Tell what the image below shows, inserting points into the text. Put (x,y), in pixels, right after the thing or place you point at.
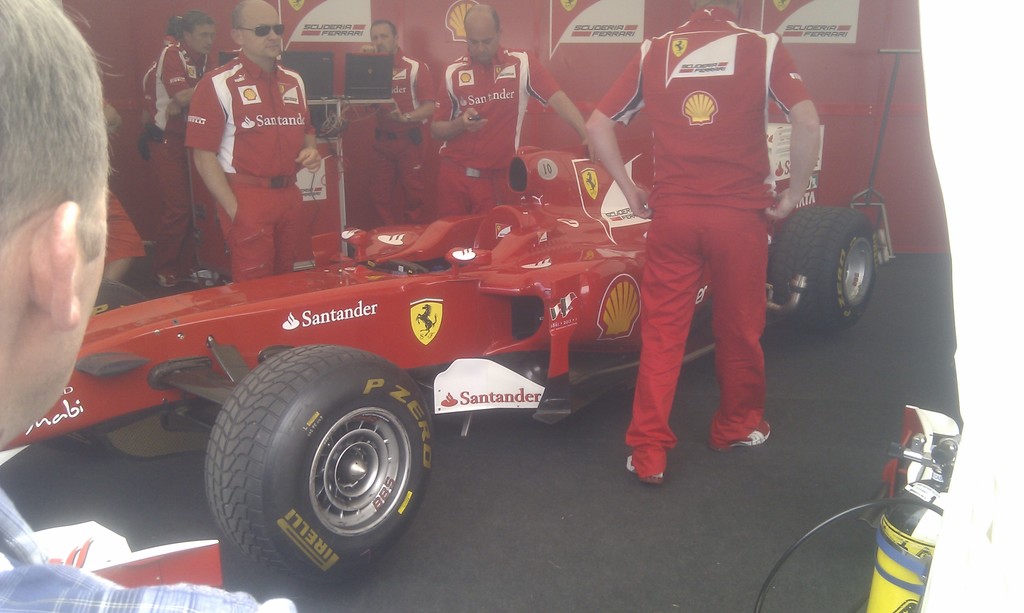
In this image in the center (637,237) there is one vehicle (492,308) and some persons (678,256) are standing, and on the left side (27,117) there is one person (11,107). And on the right side (925,462) there is some object (906,527), and it looks like a cylinder (900,506). At the bottom (661,537) there is floor (418,521), and in the background (901,90) there are some boards (843,38). On the boards (155,36) there is text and also there are some monitors (376,84) and some wires (325,116) and stand (341,103).
